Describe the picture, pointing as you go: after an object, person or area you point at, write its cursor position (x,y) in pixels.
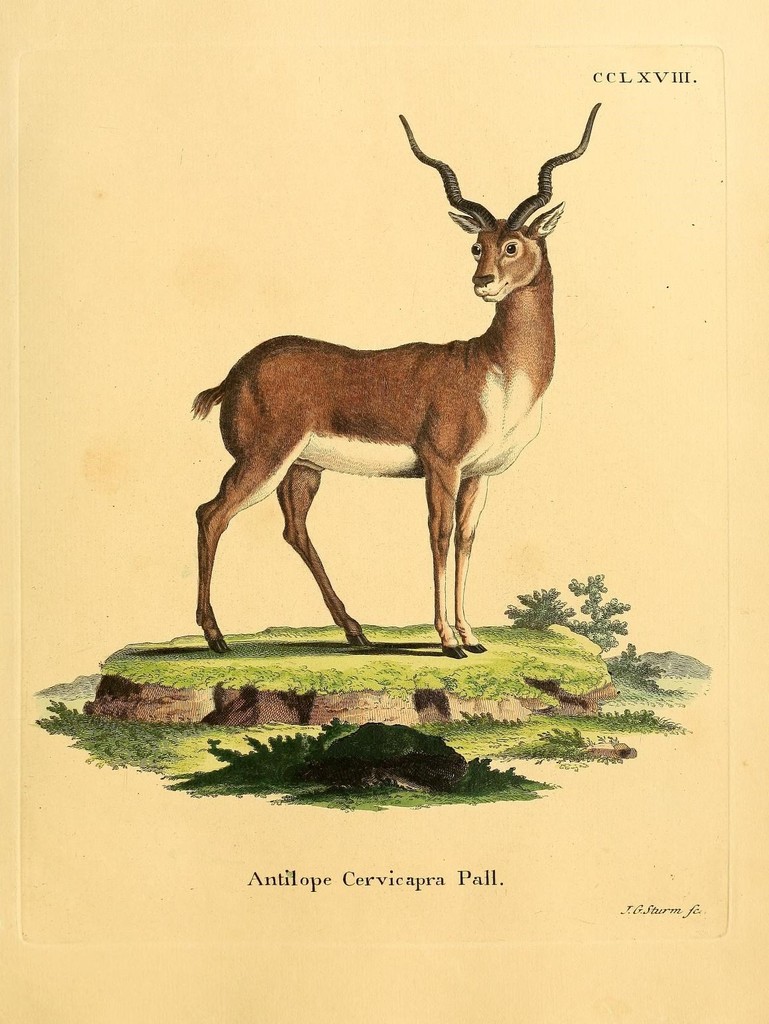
In this image, we can see a depiction of an animal (477,451), plants (628,668) and some text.
